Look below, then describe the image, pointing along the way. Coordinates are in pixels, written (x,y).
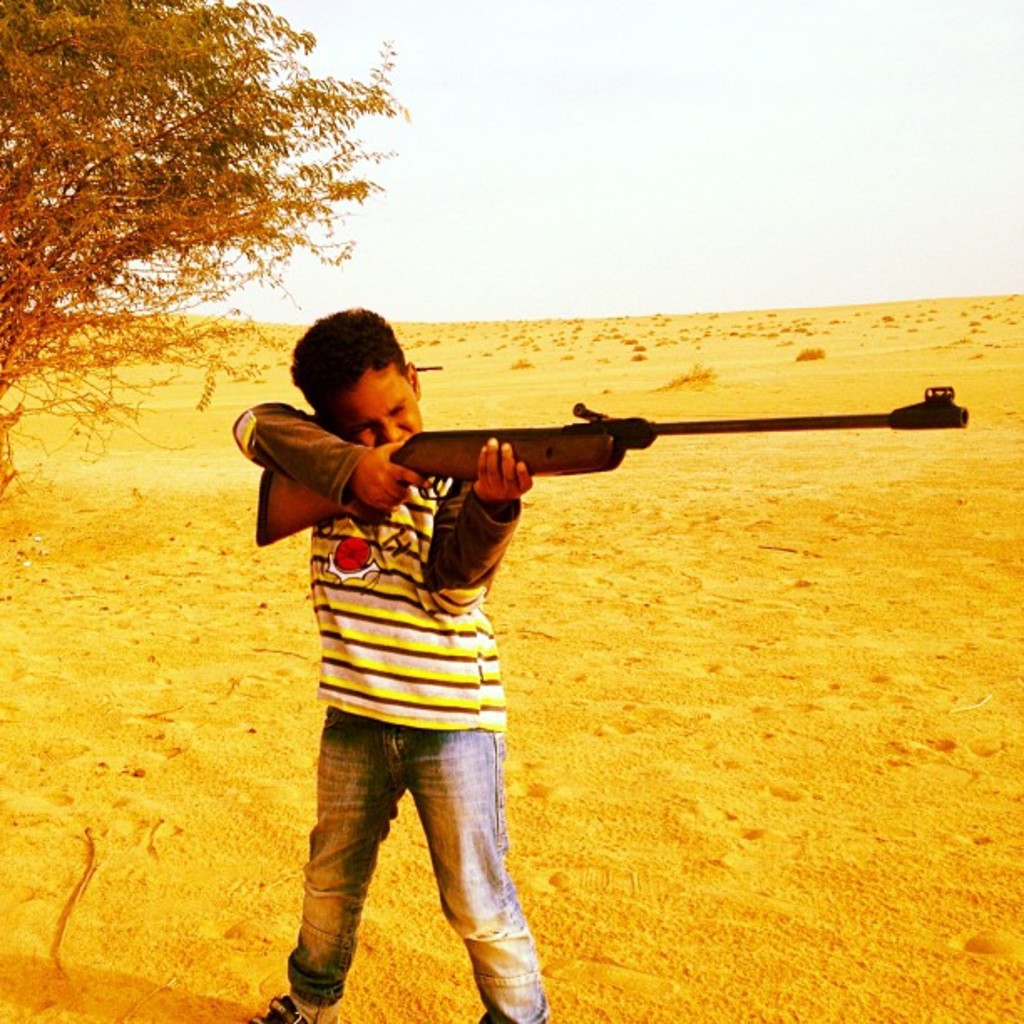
As we can see in the image there is sand (737,600), tree (207,333), sky (851,105) and a person (424,570) holding gun (584,416).
